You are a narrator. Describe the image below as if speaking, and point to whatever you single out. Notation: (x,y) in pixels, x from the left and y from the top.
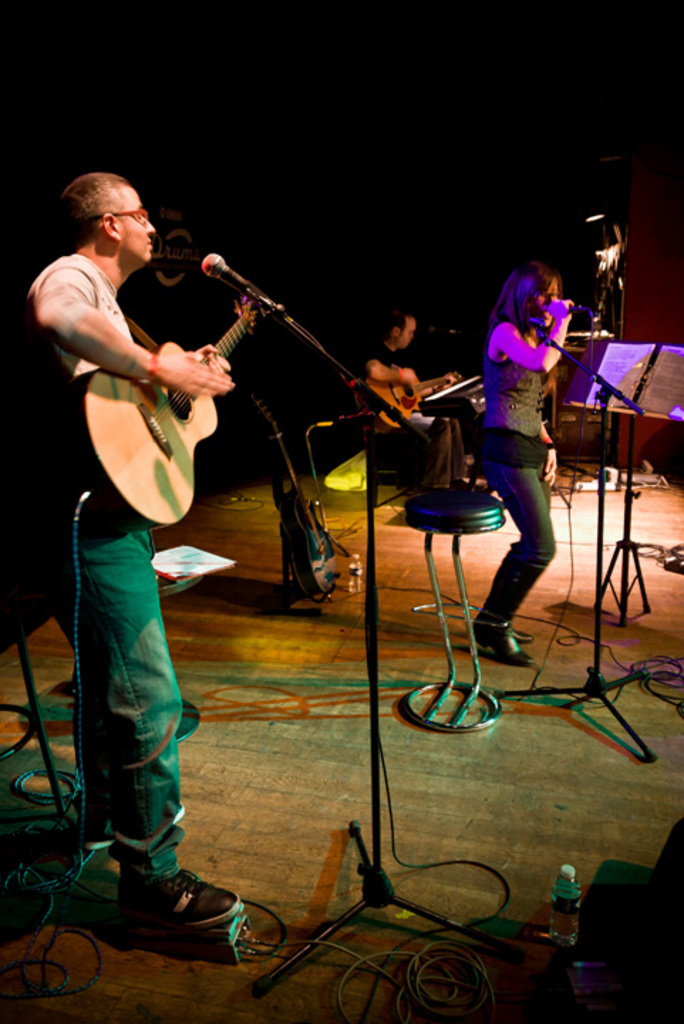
In this image, There are some people (515,643) standing and they are holding some music instruments (164,428) and there are some microphones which are in black color, In the right side (515,480) there is a girl (527,454) she is standing and singing in a microphone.
